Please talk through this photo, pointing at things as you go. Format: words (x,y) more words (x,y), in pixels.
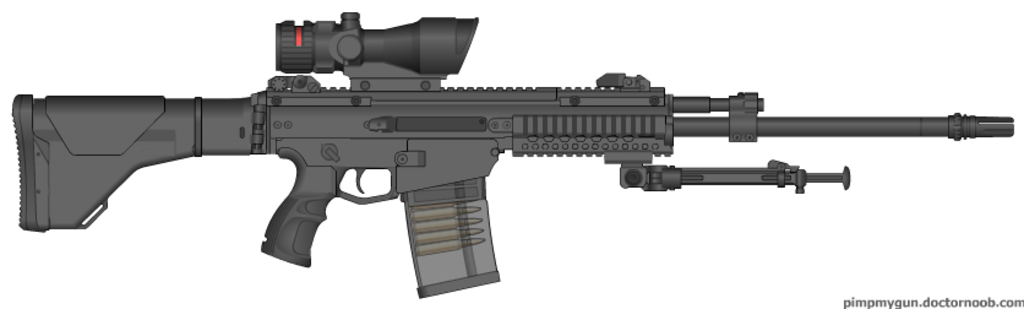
In the foreground of this image (567,111), there is a depicted gun (332,118) and the background (197,46) is in white color.
